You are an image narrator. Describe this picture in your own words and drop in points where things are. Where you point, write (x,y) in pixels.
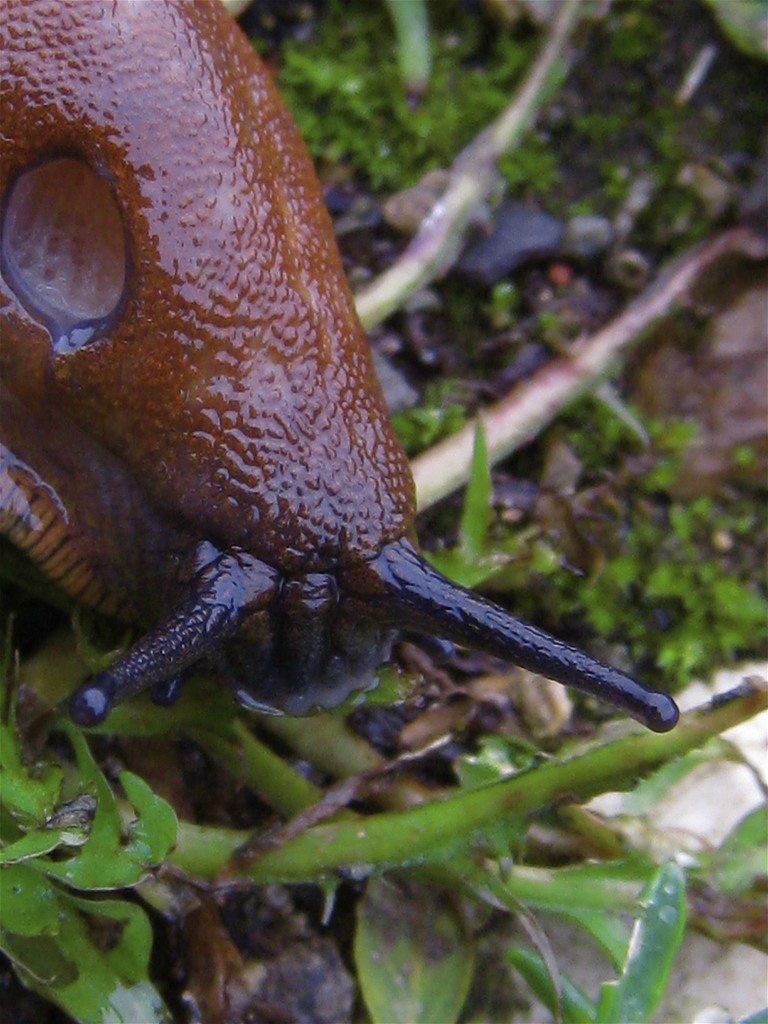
In this image we can see a slug (211,333) on the ground (45,742), we can also see some plants (458,1010).
